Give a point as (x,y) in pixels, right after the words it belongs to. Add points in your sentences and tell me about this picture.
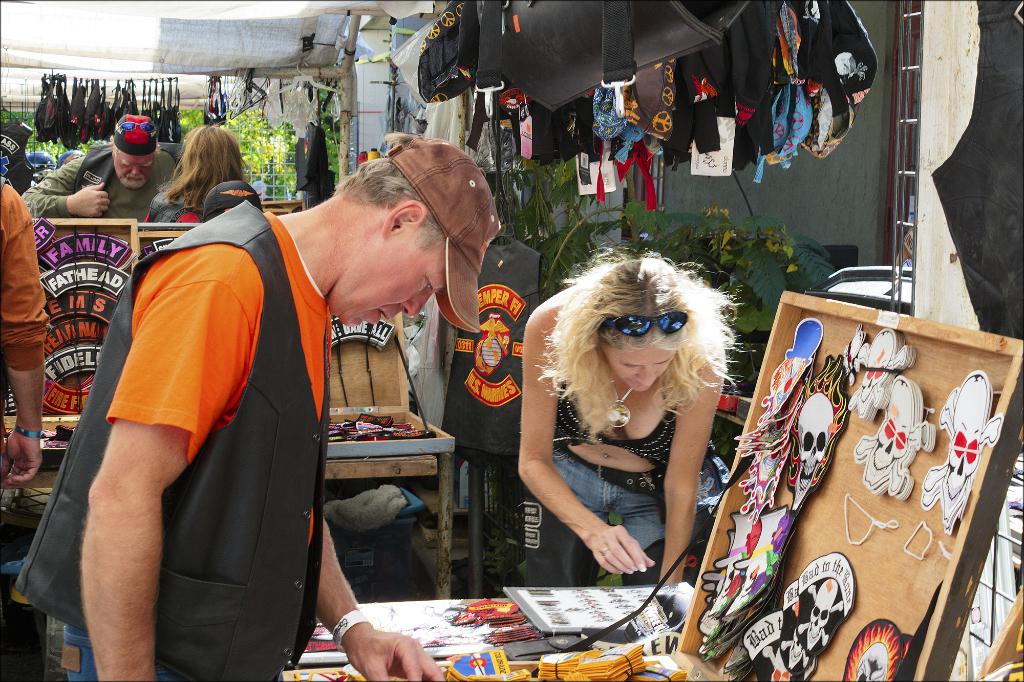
In this image people (253,534) are standing in front of the table (553,644). On top of the table (567,643) few objects (581,633) were placed. There is wooden board (815,500) on the table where animated pictures (869,466) were placed on it. At the background (54,119) there are few bags (176,102) and we can see trees (269,128) at the back side (286,125).
